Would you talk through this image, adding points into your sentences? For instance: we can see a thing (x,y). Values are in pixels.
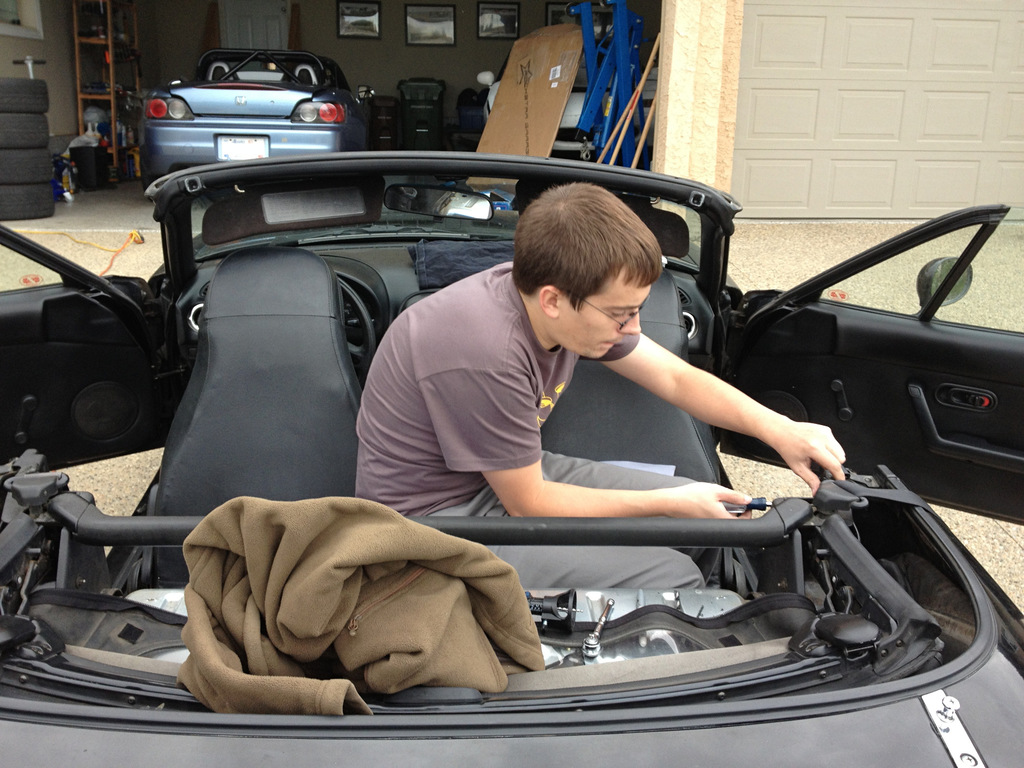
There is a person (439,342) sitting on a car (368,340). On the car (330,314) there is a jacket (403,532) and he is repairing a car (744,532). In the back (299,130) there is a shed (196,47) with car (288,100), tires (34,167), cardboard (525,110), pipes (607,136). Also there is a wall (412,60) with photo frames (436,31).
